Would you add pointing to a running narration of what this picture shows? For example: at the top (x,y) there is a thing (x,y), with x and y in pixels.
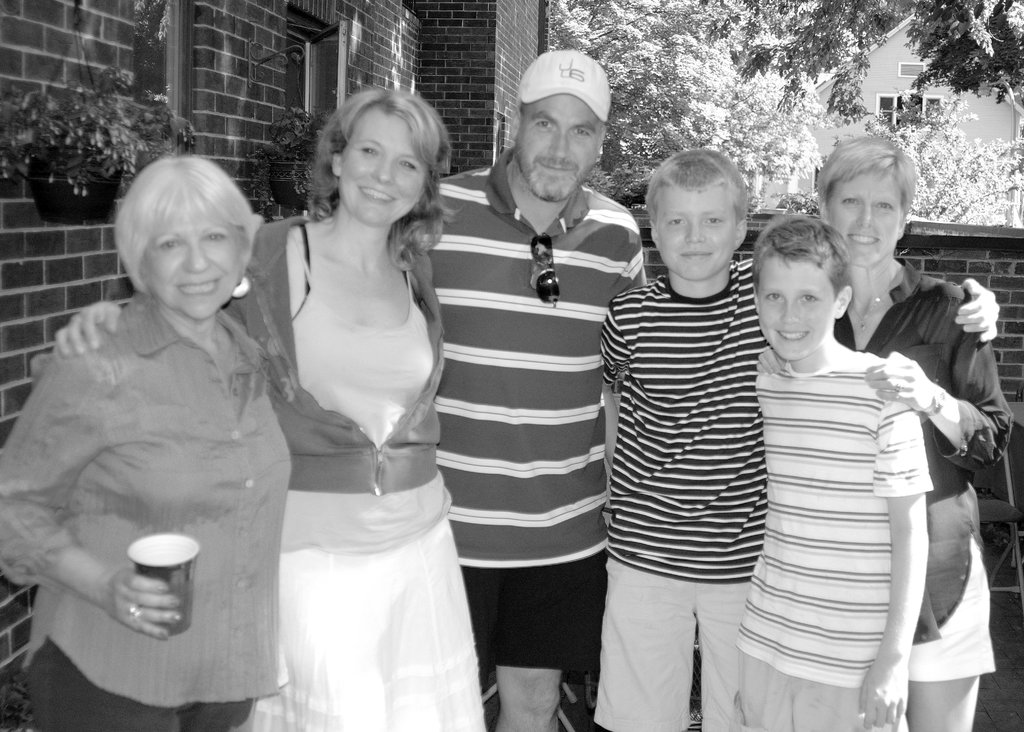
This is a black and white pic. Here we can see a man (549,367), two boys (730,382) and three women (149,289) standing and on the left (120,493) there is a woman (120,493) holding a cup (171,578) in her hand (155,592). In the background (241,93) there are trees (622,186), houseplants (91,161), wall (234,123) and buildings (327,113).
